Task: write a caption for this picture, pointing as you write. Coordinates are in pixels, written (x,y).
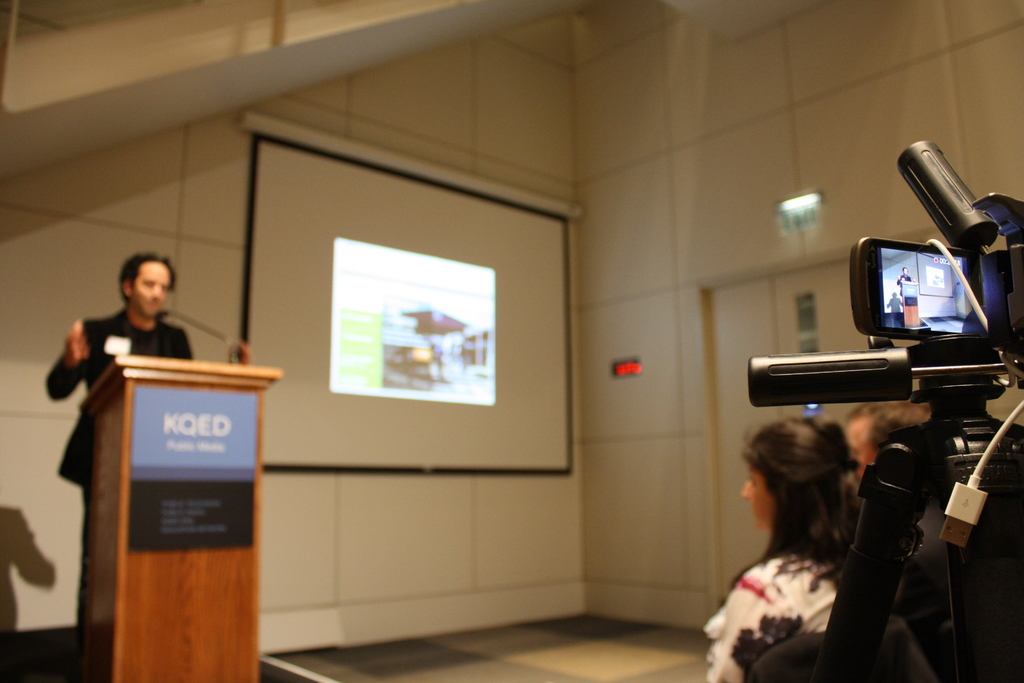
This image is taken indoors. On the left side of the image (145,345) a man (182,333) is standing on the dais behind a podium (201,406). In the background (417,293) there is a wall (776,240) with a projector screen (474,326). On the right side of the image (794,625) a few people (778,499) are sitting and there is a camera (938,332) on the camera stand (873,637).
